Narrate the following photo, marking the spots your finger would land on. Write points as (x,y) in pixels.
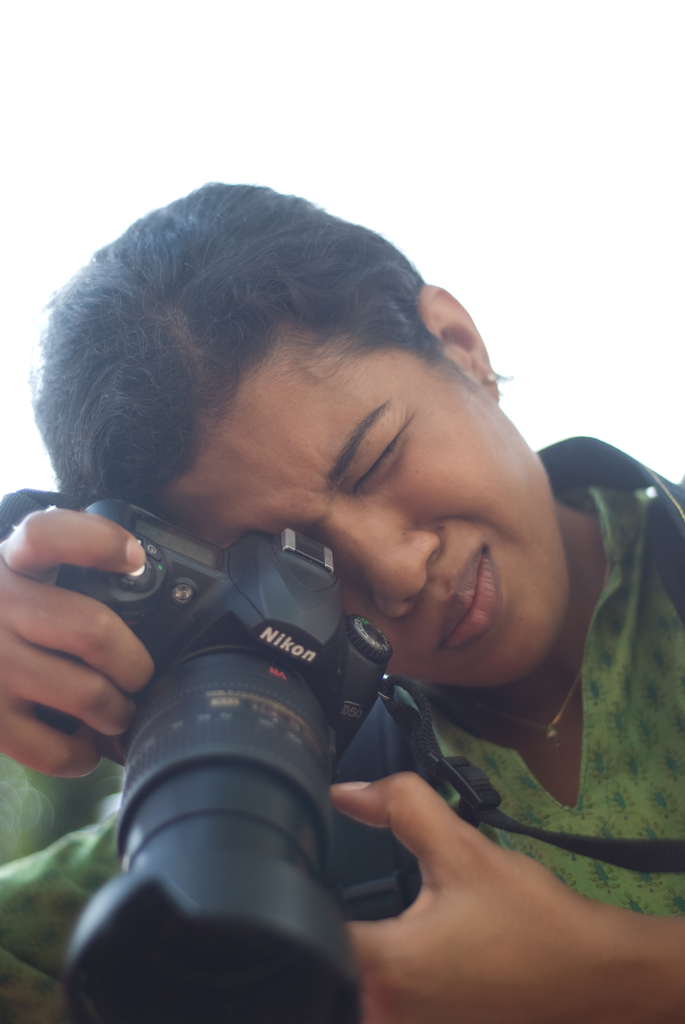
There is a woman (427,653) holding camera (187,697) and trying to capture something.
